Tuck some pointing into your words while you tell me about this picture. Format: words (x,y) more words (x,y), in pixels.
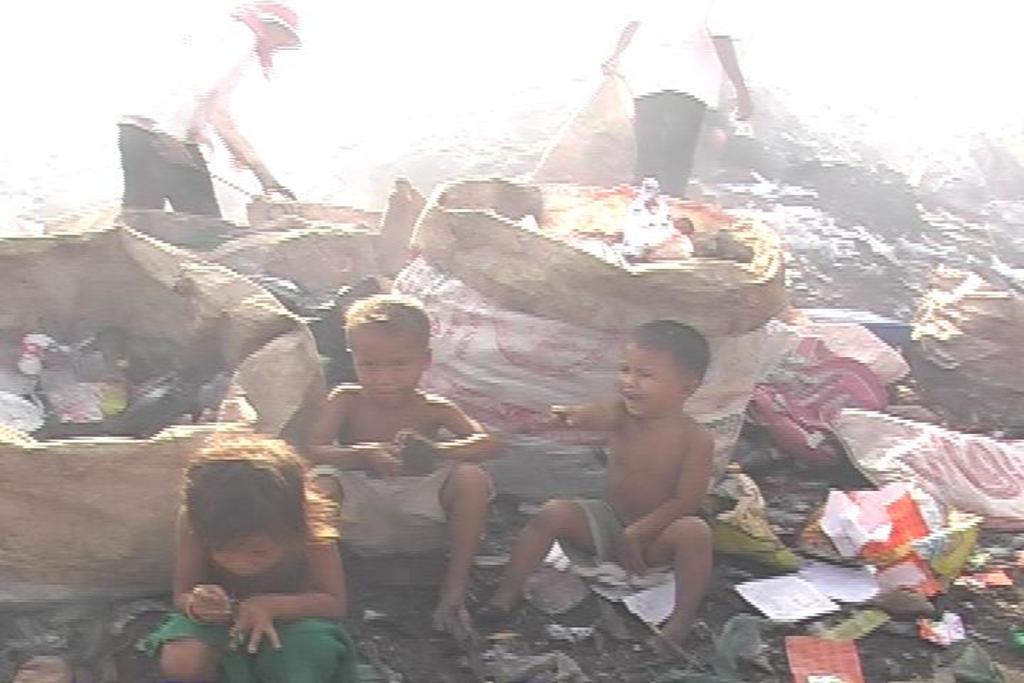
In this image we can see three children (468,527) sitting on the ground (642,648), Two persons (213,71) are standing. One person (655,18) is holding a bag (625,83) with his hand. In the center of the image (506,421) we can see bags (752,304) containing on objects (150,377) placed on the ground (792,488). In the background (838,434), we can see group of papers (805,597) and bags (835,392) placed on the ground (709,679).
